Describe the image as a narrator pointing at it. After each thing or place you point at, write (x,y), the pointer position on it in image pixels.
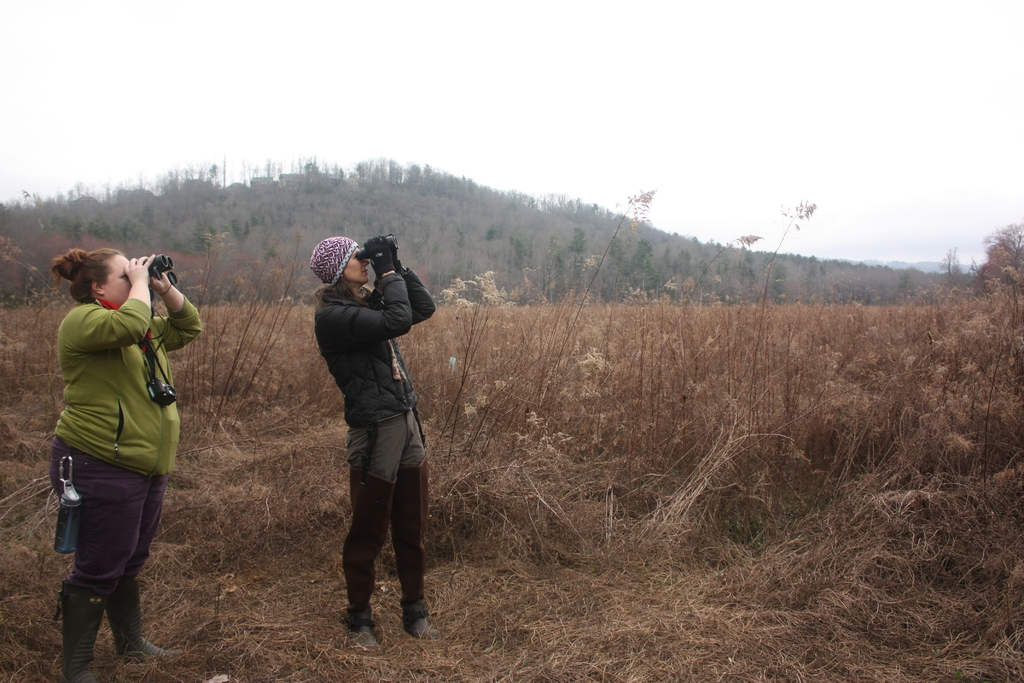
In this picture we can see two women (137,437) are standing and holding pairs of binoculars (391,240), a woman (86,352) on the left side (149,421) is carrying a bottle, at the bottom (158,580) there are some plants (628,365), we can see trees (544,247) in the background (258,240), there is the sky (602,42) at the top of the picture (590,49).
